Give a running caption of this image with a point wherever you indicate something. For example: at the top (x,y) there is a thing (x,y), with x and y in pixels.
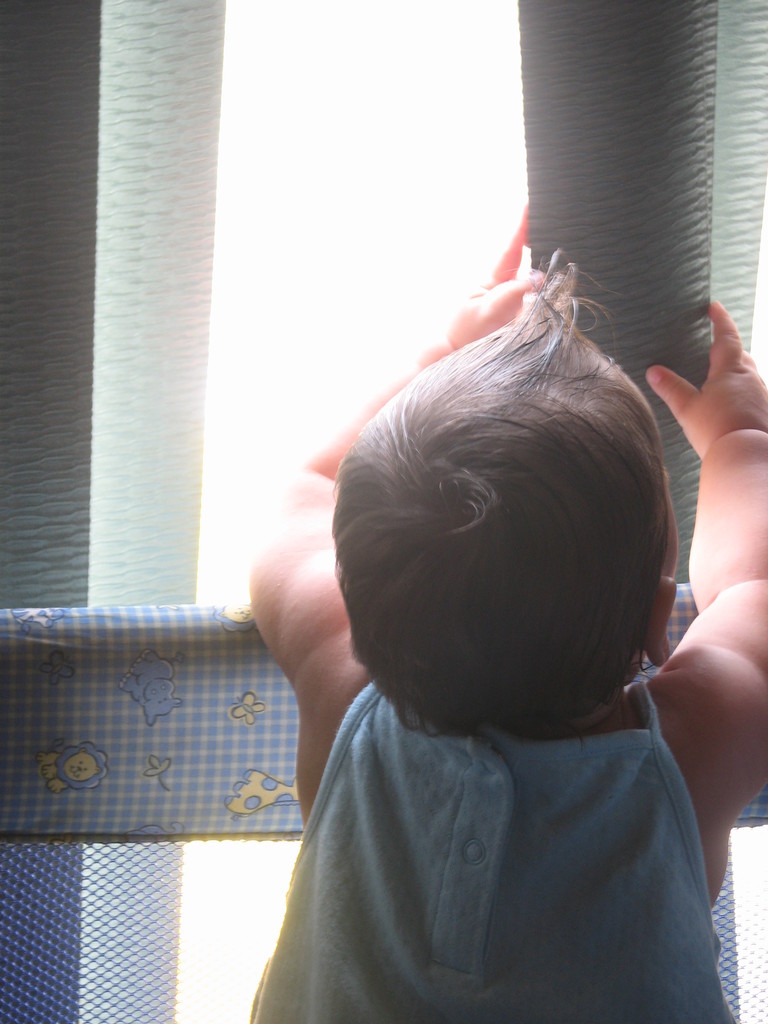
On the right side of the image (616,545) we can see a kid (569,696) is standing and holding a plastic strip curtain (613,314). At the bottom of the image (199,921) we can see the mesh (224,965), cloth (203,685). At the top of the image (622,175) we can see the plastic strip curtain (667,285).
